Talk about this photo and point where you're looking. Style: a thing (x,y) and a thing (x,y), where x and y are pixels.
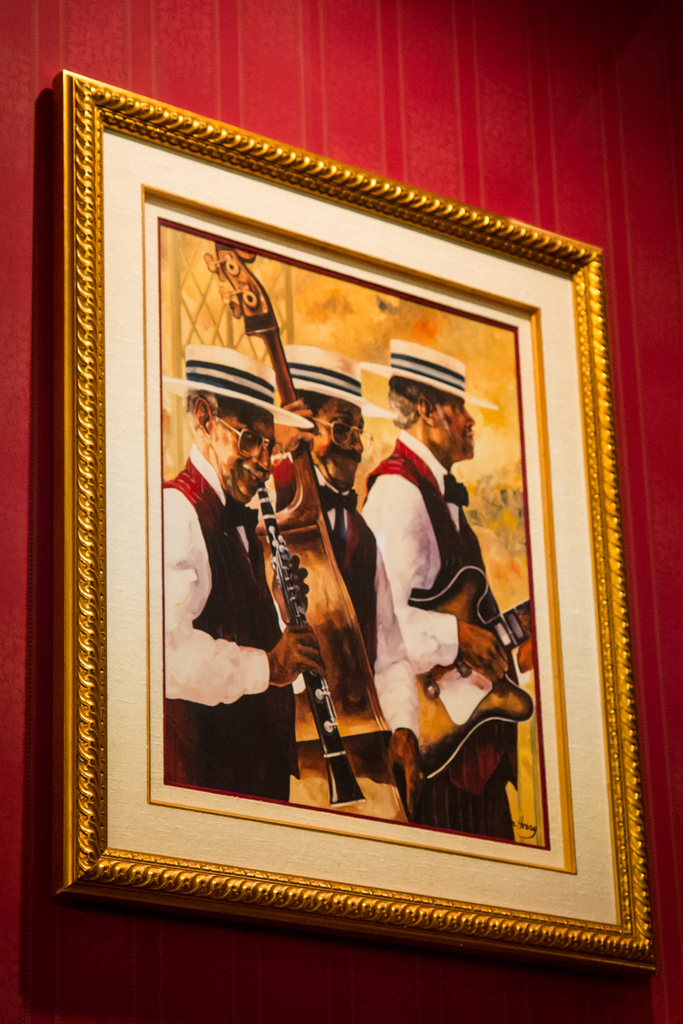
In the picture I can see a photo frame (318,507) which is attached to the wall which has three persons (292,562) wearing white hat (291,417) is playing musical instruments (286,558) in it.
